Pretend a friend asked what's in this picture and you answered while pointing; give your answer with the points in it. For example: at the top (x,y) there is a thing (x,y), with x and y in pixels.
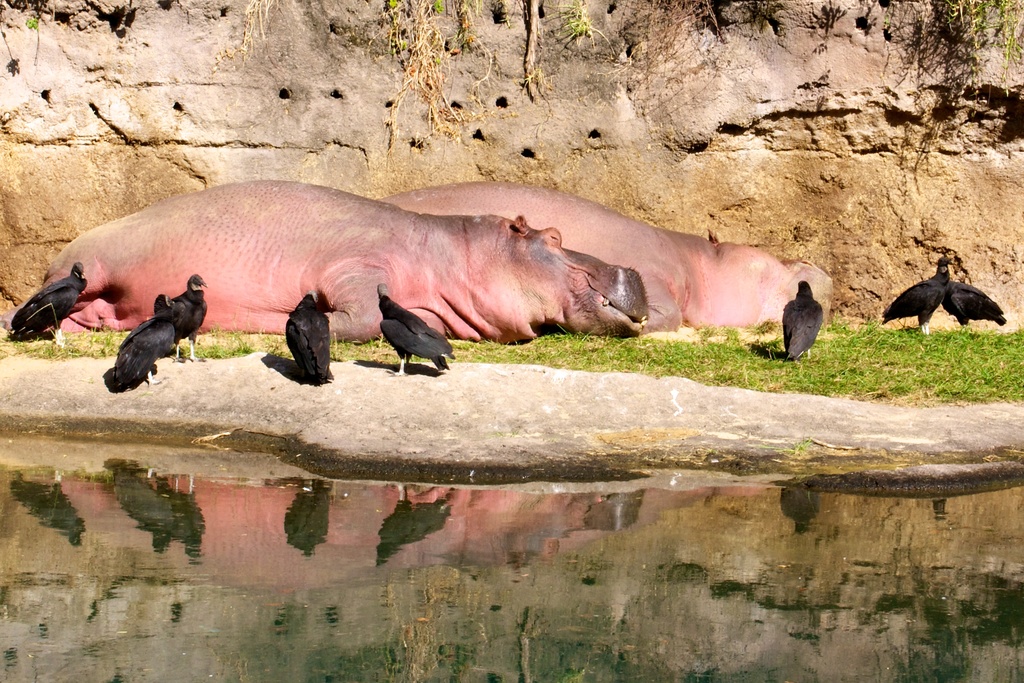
In the image in the center (433,313), we can see animals (63,321), birds (37,323), water (489,604) and grass (995,349). In the background (109,96) there is a wall (539,104).
